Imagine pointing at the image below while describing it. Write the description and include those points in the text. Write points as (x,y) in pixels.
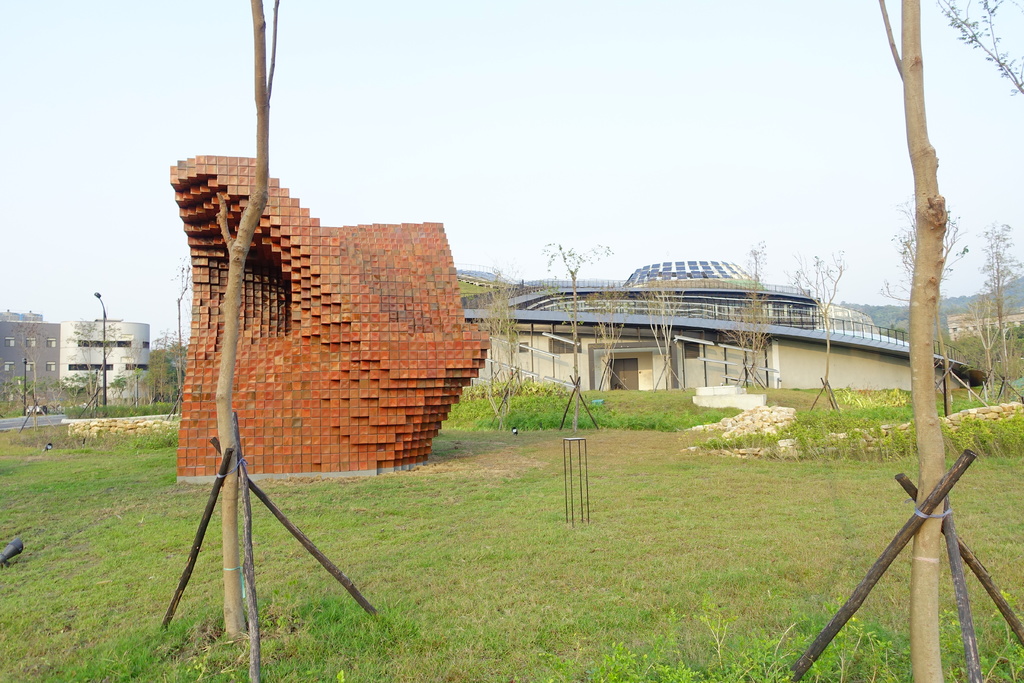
In this picture there are few buildings (695,365) and the ground (603,622) is greenery (600,614) and there are few trees (1009,337) in the background (940,312).
